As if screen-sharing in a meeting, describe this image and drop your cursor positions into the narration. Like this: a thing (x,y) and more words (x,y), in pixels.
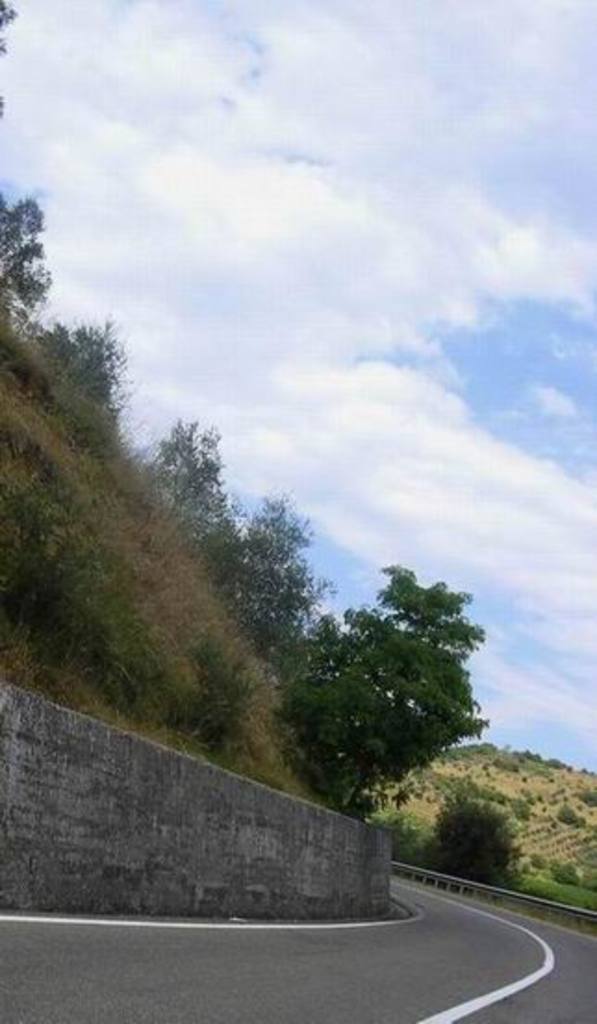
In this image, we can see the road (192,982), there is a wall (273,799), we can see some trees (230,705), at the top (465,336) there is a sky (342,167) which is cloudy.
